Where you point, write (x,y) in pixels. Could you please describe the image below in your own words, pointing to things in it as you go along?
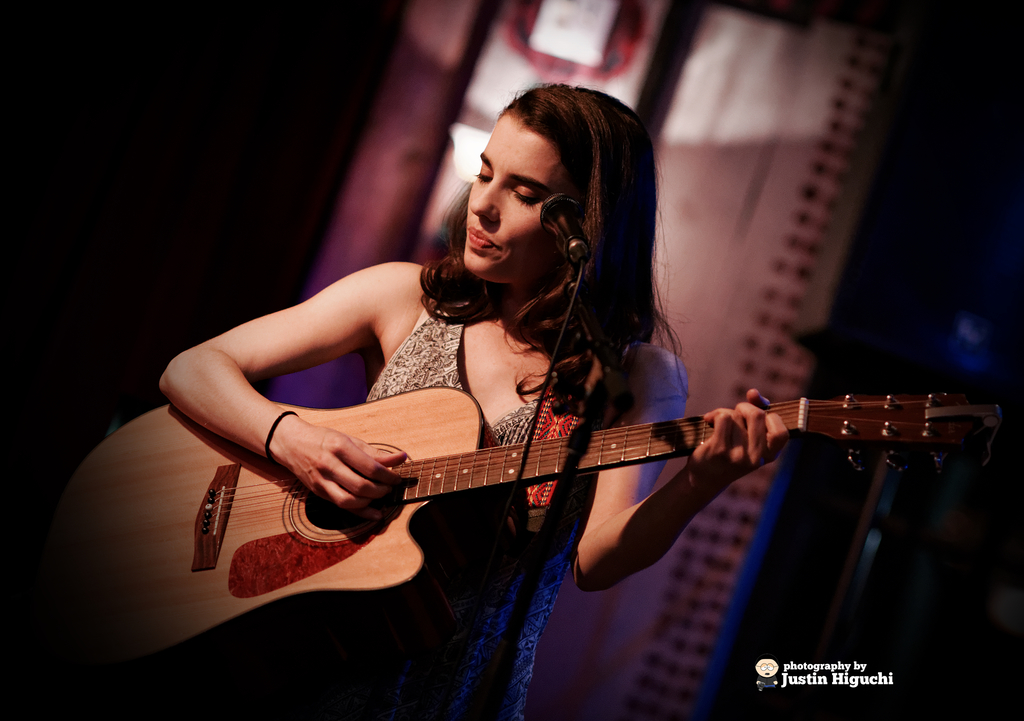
This image seems to be of inside. In the center (538,336) there is a Woman (499,259) standing and playing Guitar (700,427) and there is a Microphone (567,239) in front of her and in the bottom right corner (831,668) there is a watermark (842,685) on the image.
